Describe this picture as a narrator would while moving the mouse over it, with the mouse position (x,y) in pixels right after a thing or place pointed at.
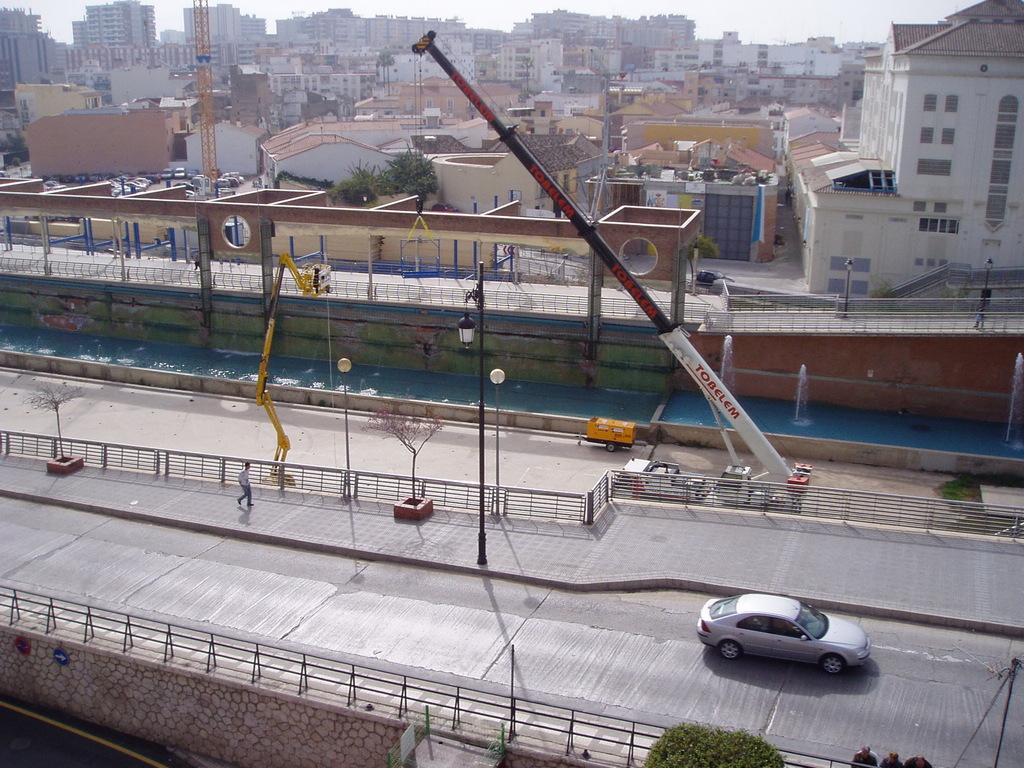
In this picture I can see vehicles (788,463) on the road (457,652), there is fence (605,470), there are buildings (770,228), trees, there are water fountains (693,415), there are poles (693,278), lights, and in the background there is the sky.
